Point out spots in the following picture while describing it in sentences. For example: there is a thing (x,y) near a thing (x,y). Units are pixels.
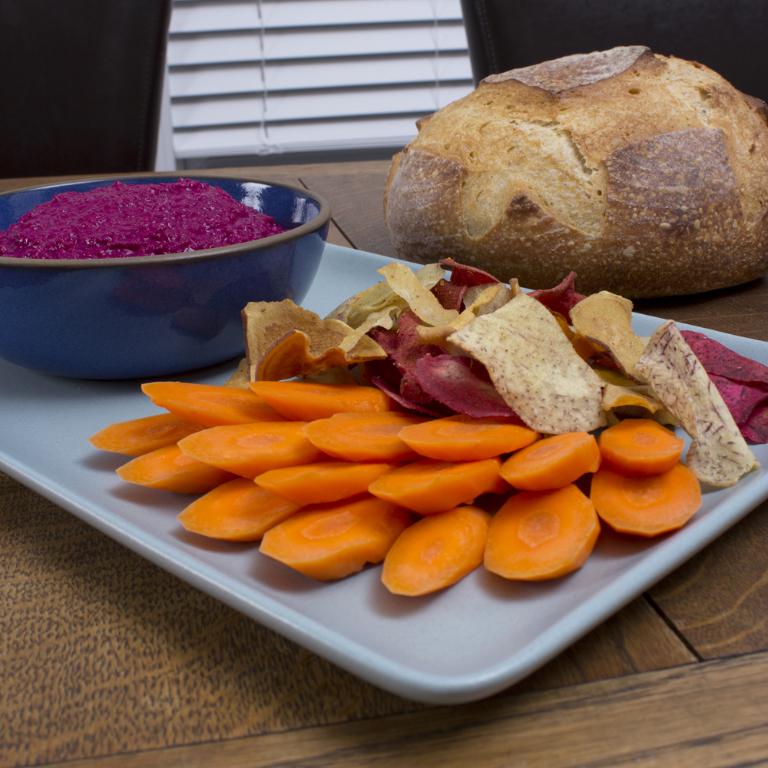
In the foreground of this image (134,407), there are few cut vegetables (466,484) on a platter (427,605) and also a paste (162,225) in a bowl (186,302) on a platter (80,410) which is kept on a wooden surface (633,707). On the right (645,117), there is a bun (633,115). In the background (273,64), it seems like a window blind (283,89) and two chairs (561,27).
